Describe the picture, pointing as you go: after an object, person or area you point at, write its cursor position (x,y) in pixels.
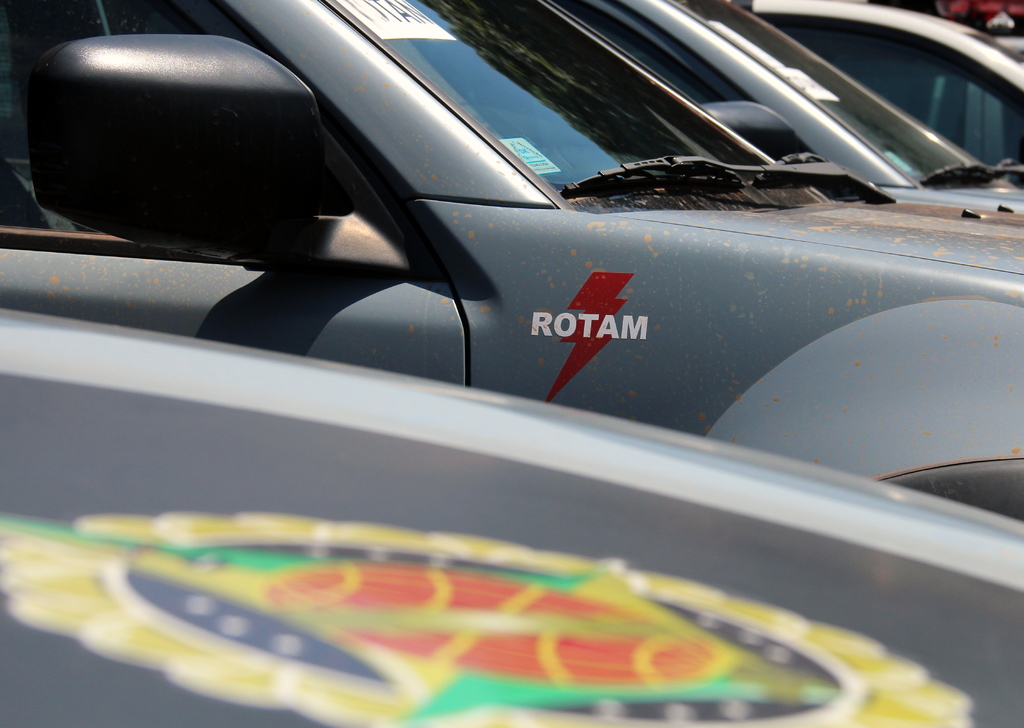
In the image we can see some vehicles (330,642).
